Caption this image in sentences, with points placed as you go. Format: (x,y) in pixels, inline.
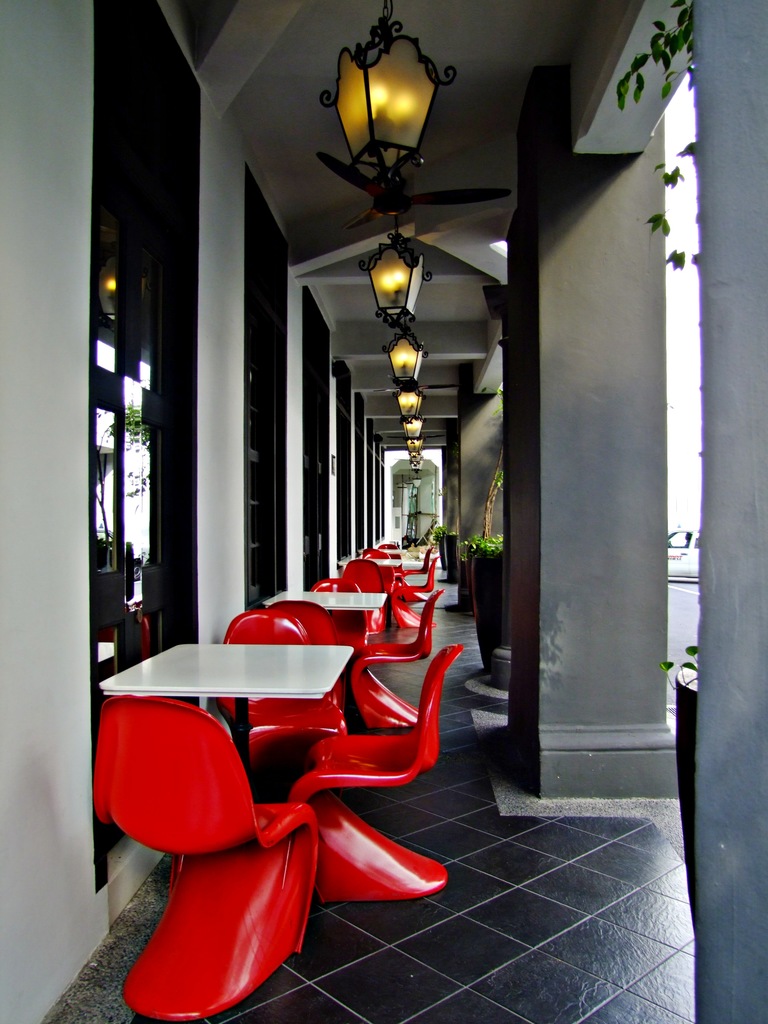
In this picture we can see some tables (315,673), chairs (344,763) are arranged in a line, side we can see some glass windows (133,477) to the wall (207,447) and we can see some lights (402,241) to the roof (424,31).
